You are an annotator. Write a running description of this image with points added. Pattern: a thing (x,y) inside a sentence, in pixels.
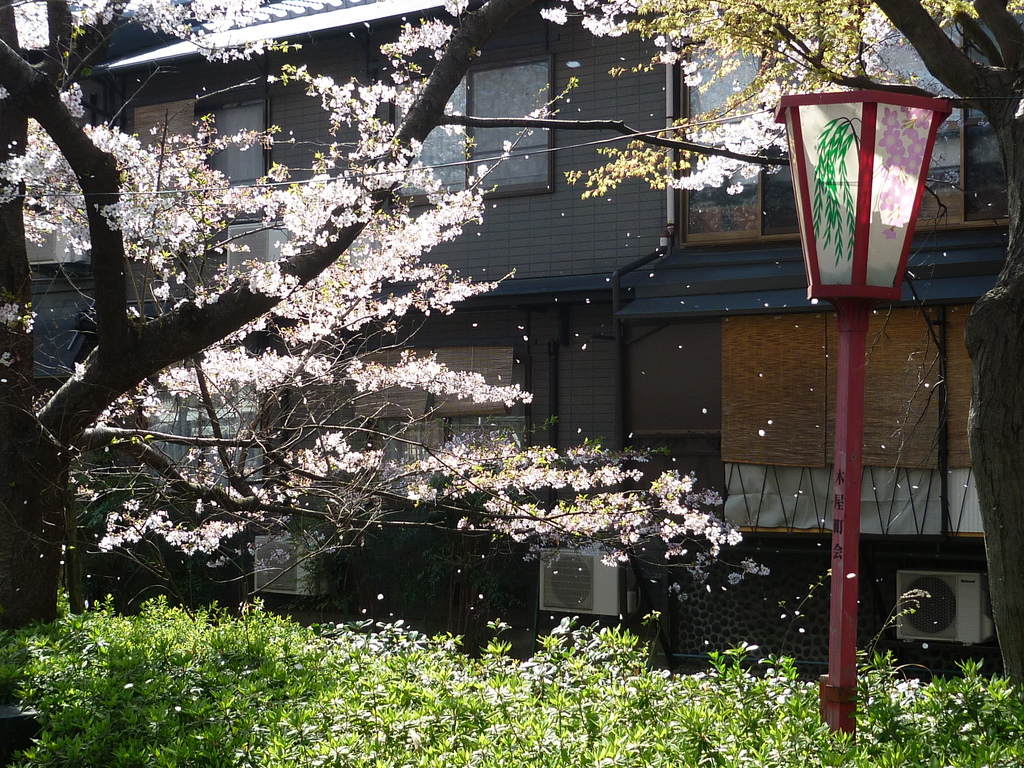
At the bottom of the image (607,749) there are plants (906,689). And on the right side of the image (884,262) there is a pole (859,301) with a lamp (868,201). On the left side of the image (73,102), behind the plants (26,637) there is a tree (108,204). Behind the tree (458,222) there is a building (586,147) with walls (689,366), windows (683,194), roofs (111,68), pipes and air conditioners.
